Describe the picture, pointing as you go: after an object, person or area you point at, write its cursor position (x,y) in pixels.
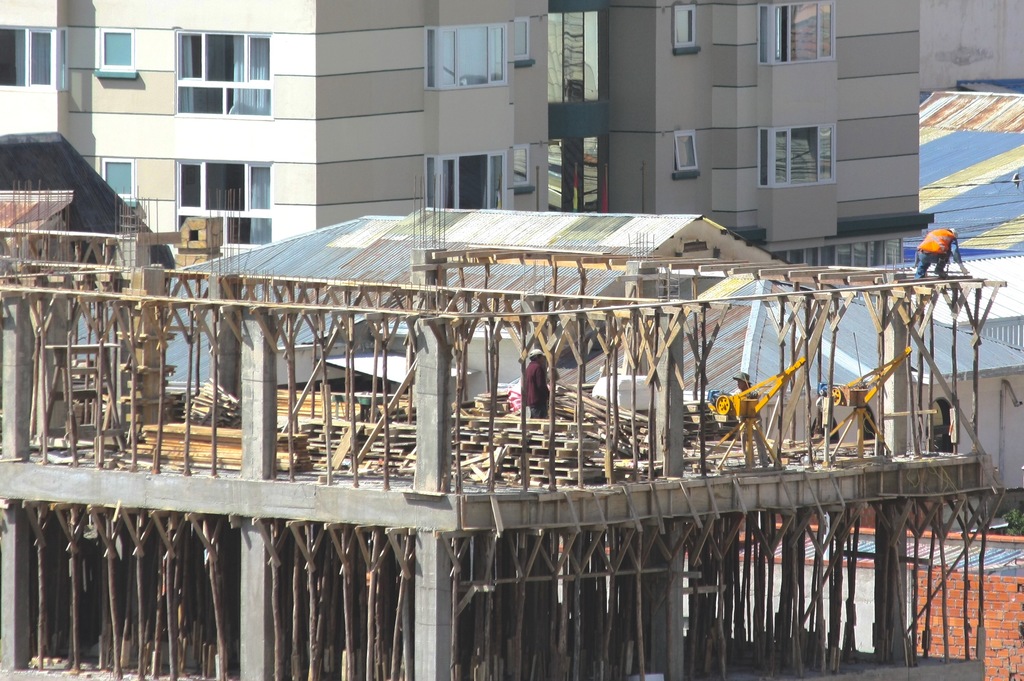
In this image there are buildings (721,144). In the foreground (472,463) there is a building (401,487) in construction. There are a few people (532,392) standing on that building (347,407). Behind it there is a roof (575,225) of another building (591,237). There are glass windows (495,75) to the walls (703,89) of the building (583,114).
